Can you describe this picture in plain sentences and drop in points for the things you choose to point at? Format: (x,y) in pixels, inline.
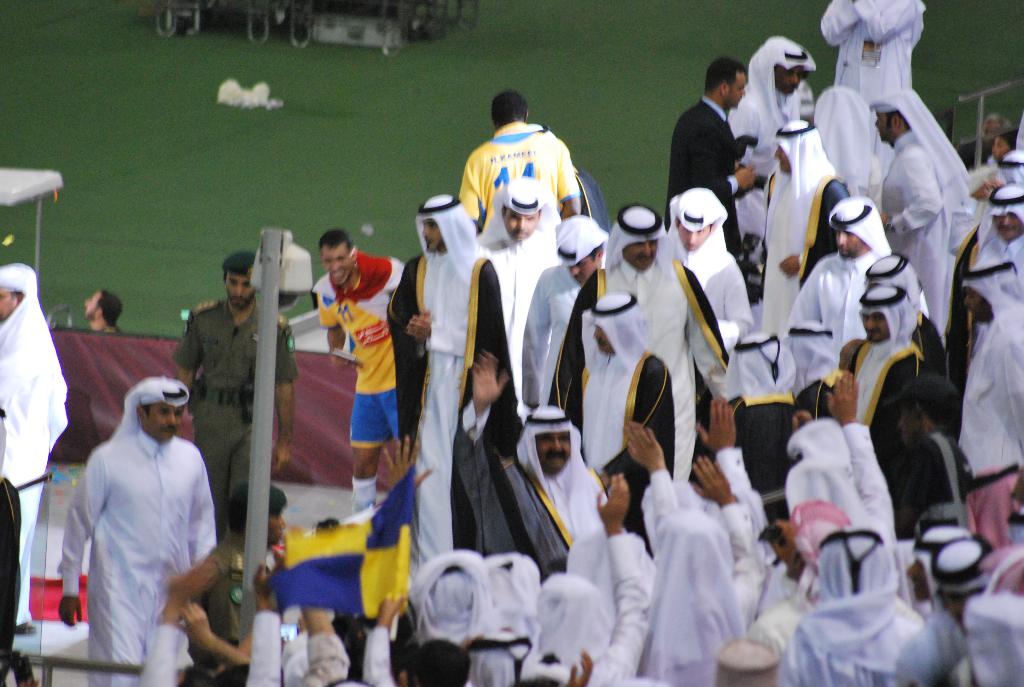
In the image there are many arab men (723,389) standing and walking and on the left side (341,117) there is grassland (341,117).
